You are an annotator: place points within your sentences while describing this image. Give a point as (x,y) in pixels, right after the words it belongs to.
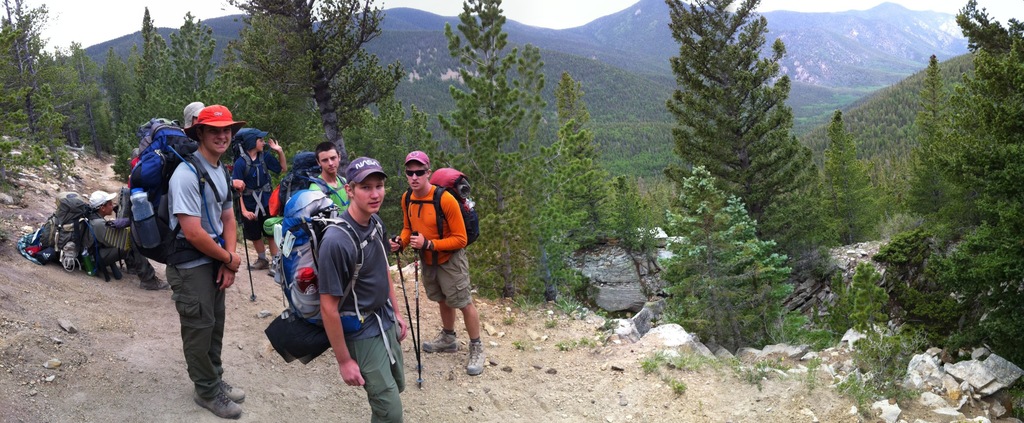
In this image we can see a group of people (342,272) wearing the bags (295,259) standing on the ground (323,386). We can also see a person (143,259) sitting beside them, some stones (617,286) and a group of trees (735,262). On the backside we can see a group of trees (912,104) on the hills (817,133), the mountains (873,49) and the sky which looks cloudy.
